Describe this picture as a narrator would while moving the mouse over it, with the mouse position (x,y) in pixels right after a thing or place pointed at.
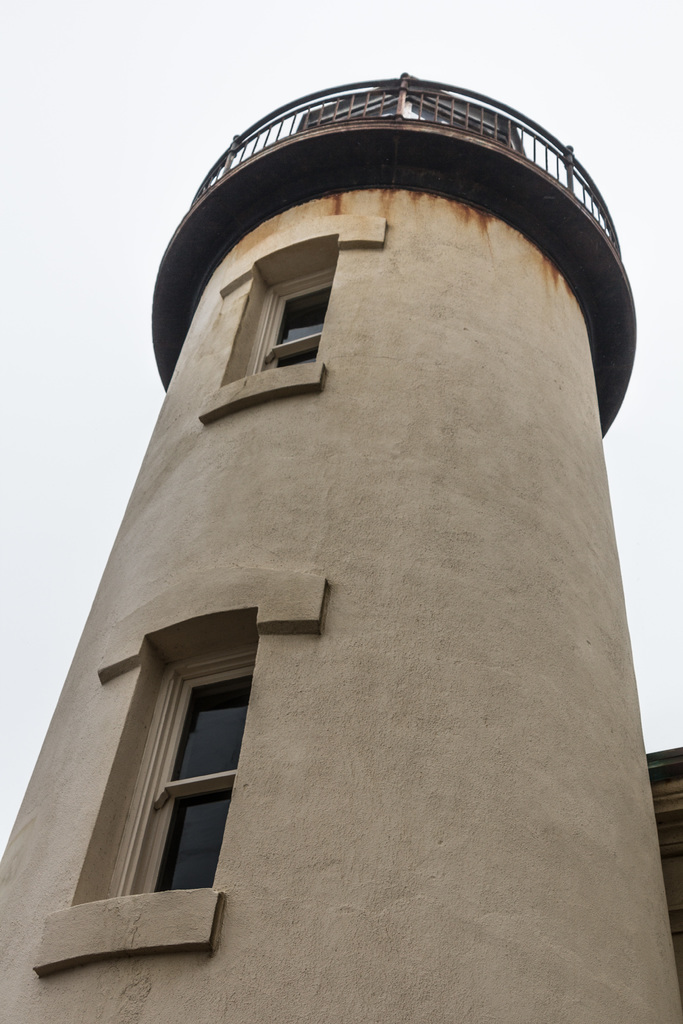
In the image there is a tall tower (412,389), it has two windows (277,287).
